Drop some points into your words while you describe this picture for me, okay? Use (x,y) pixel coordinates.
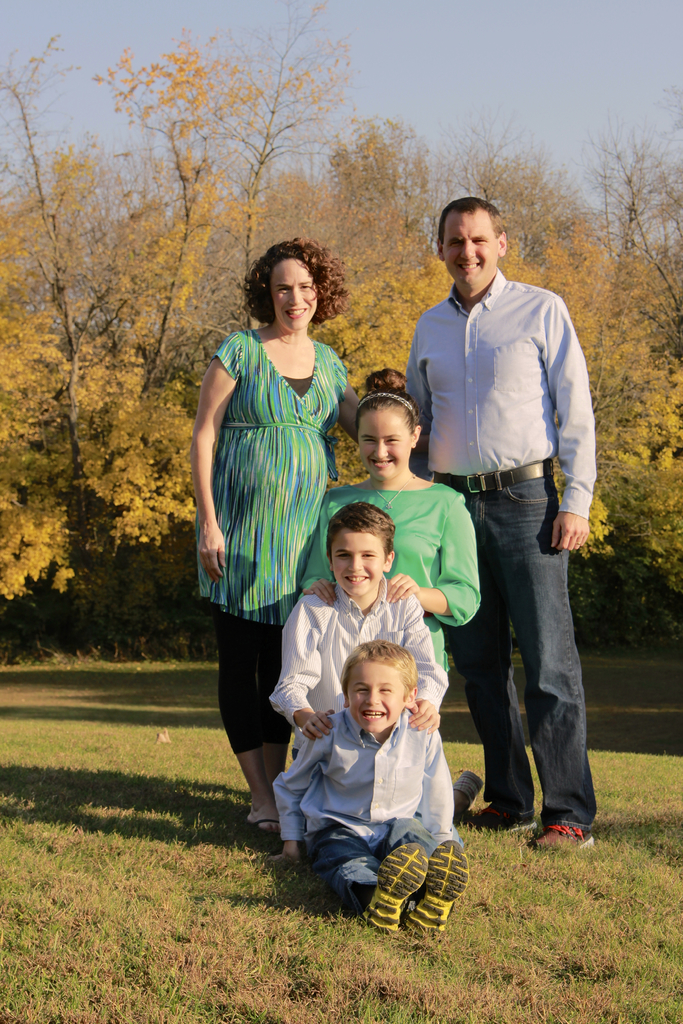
In this picture, we see five people (405,504). The man (460,376) and the women (268,500) are standing. All of them are smiling and they are posing for the photo. They might be taking the family photo. At the bottom (193,980), we see the grass (212,881). There are trees (420,296) in the background (551,246). At the top (438,77), we see the sky (76,36).
